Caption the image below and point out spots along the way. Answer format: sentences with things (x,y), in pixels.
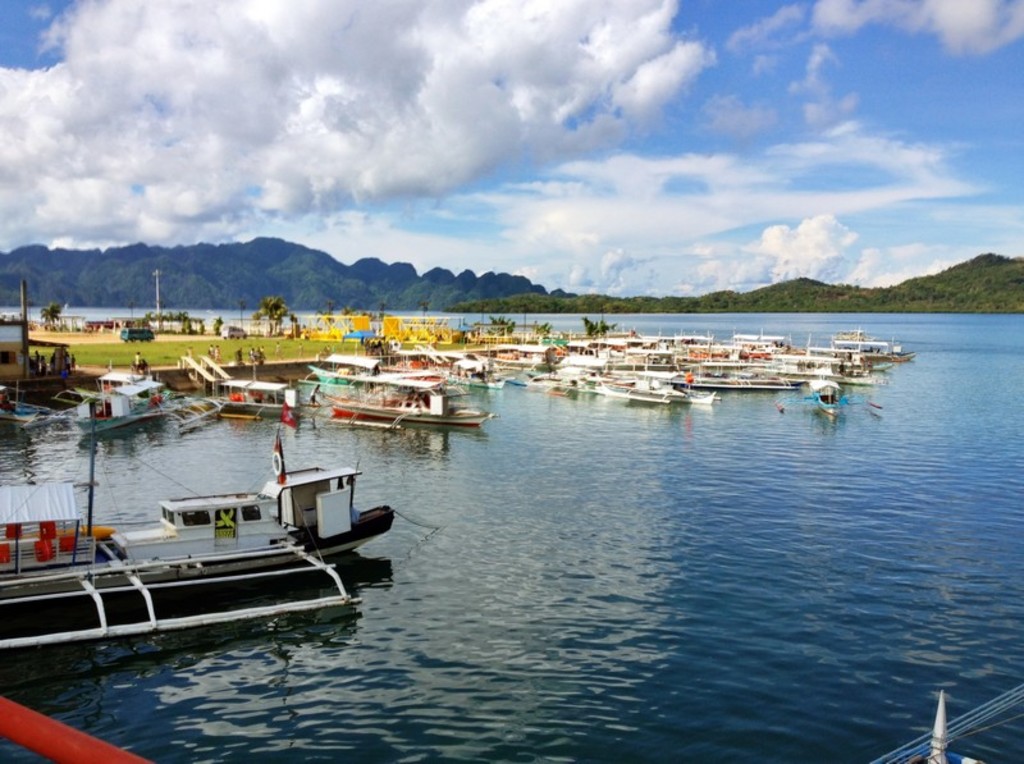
In this image there are a few boats (497,355) on the water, beside the boats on the surface (198,353) there are a few people (65,364) walking and there is a car (135,331) and some other objects (344,331). On the surface (192,342) there are trees (164,318), lamp posts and a building (13,361). In the background of the image (201,269) there are mountains (552,303). At the top of the image (550,153) there are clouds (490,50) in the sky (430,76).
